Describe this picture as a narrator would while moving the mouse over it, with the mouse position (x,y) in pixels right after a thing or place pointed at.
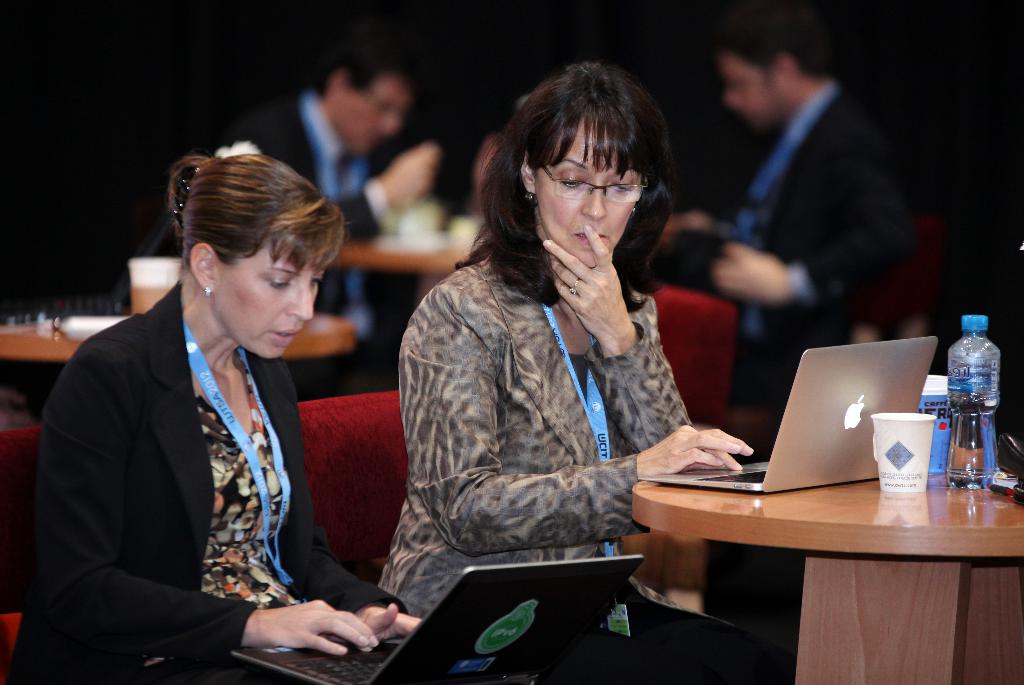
In the image there are group of people (551,315) sitting on chair (375,484) in front of a table (781,506). On left side (245,394) there is a woman (240,463) holding a laptop (382,656), on table (817,516) we can see a glass (904,436), water bottle (966,395) and a laptop (902,378). In background (837,210) there are two mens (812,195).
